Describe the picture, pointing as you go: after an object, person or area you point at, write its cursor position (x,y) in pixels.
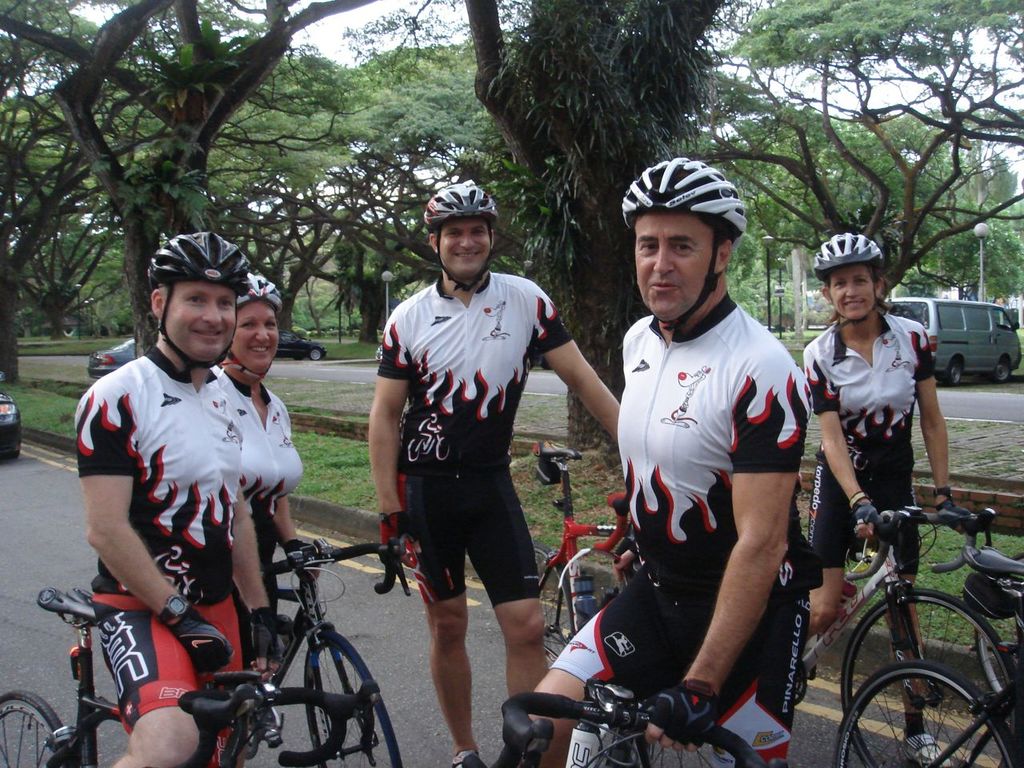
In this picture these five persons (500,433) standing and holding bicycle (309,637), wore helmet (831,259). In this background (284,88) there are few trees (405,101) and sky (338,53). There are few vehicles (123,345) on the road (990,415). We can see few bicycles (937,599).
